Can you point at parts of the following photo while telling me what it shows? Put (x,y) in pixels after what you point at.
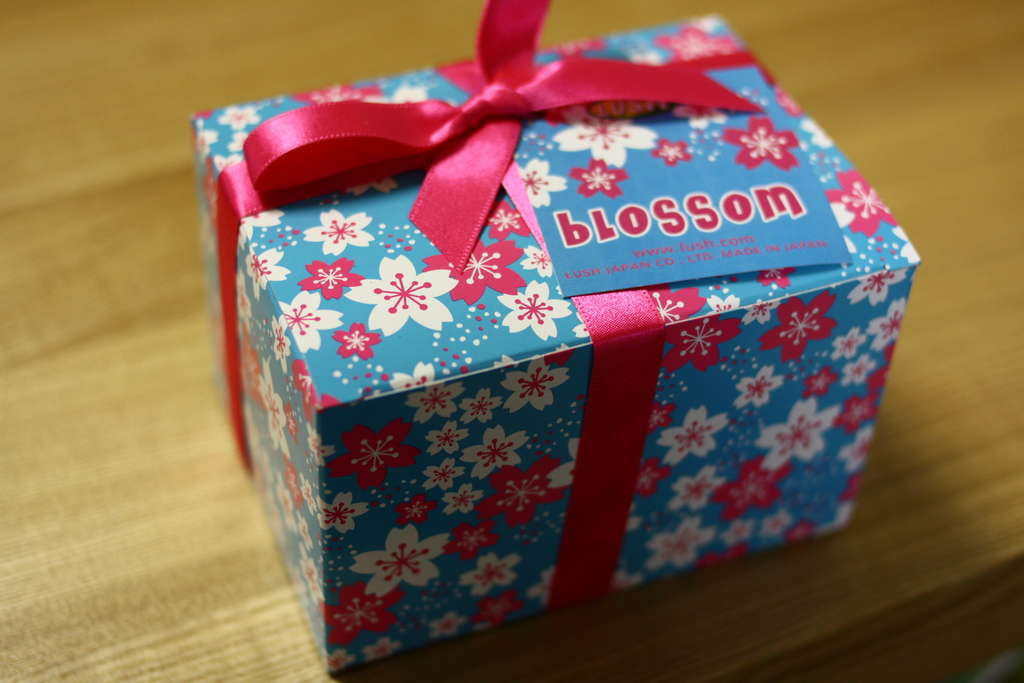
In this image, I can see a gift box (448,304) with a card (738,198) on it. This is a ribbon (497,172), which is pink in color. This gift box (361,319) is placed on the wooden table (952,482).
